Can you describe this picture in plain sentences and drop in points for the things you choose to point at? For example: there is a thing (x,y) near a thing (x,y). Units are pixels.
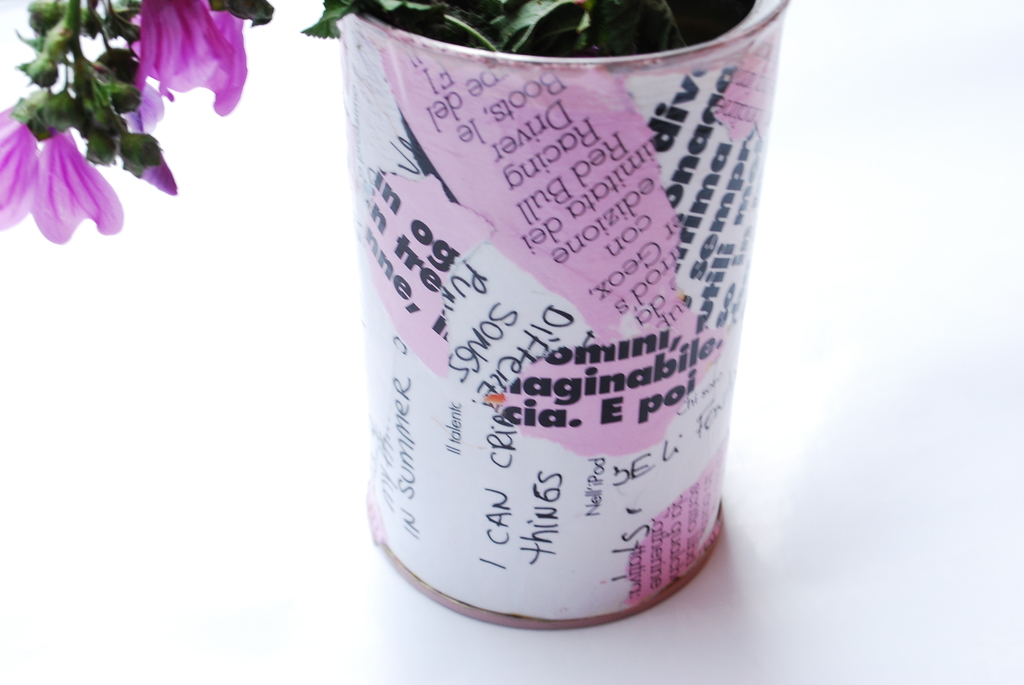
In the picture we can see a flower pot (392,121) with some wordings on it with a pink color painting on it and in the pot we can see a plant (31,179) with pink color flowers (100,191) with petals (77,204) and buds (167,174).
